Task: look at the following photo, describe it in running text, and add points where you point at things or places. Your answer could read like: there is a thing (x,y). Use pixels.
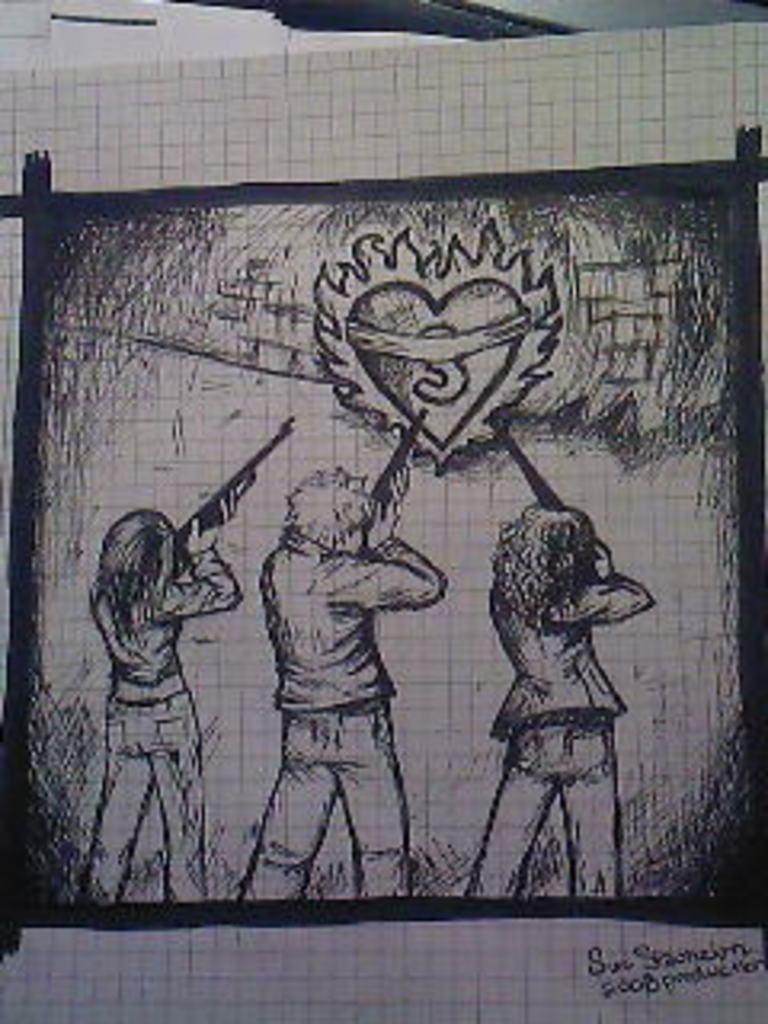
In this image we can see the sketch (359,470) on the surface (434,524) in which we can see three people (512,771) standing holding the guns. We can also see some text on this image.
